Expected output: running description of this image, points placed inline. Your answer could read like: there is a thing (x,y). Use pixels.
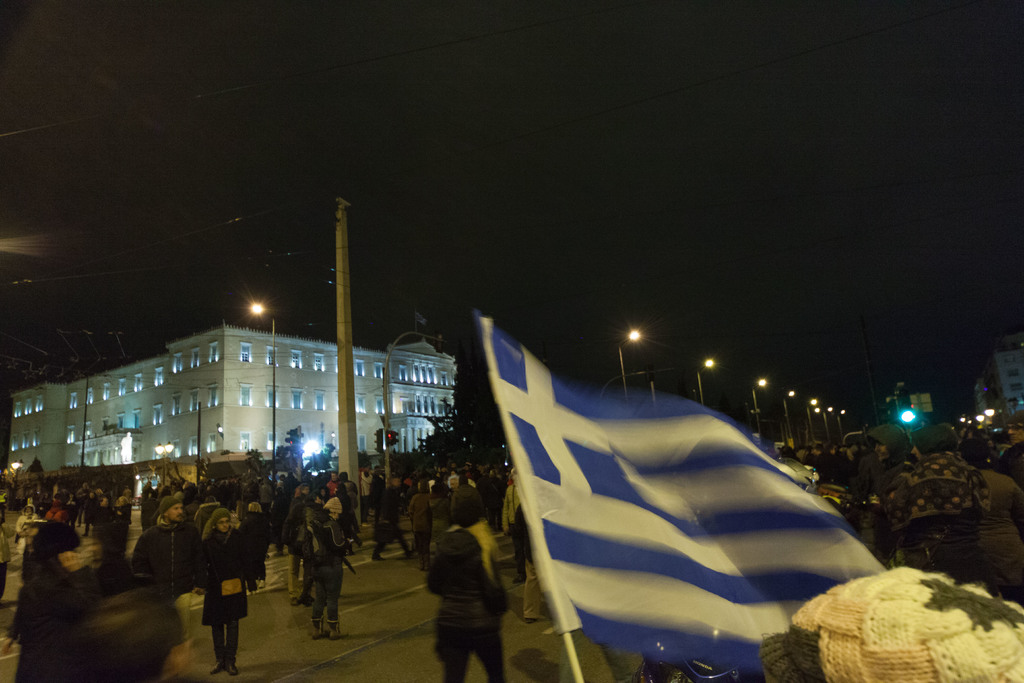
This is an image clicked in the dark. At the bottom (573,589) there is a flag (691,504) which is in white and blue colors and there is a white color object (902,625). On the left side (113,522) there are many people (178,496) on the ground (343,623). In the background (310,382) there is a building (250,395) and many light poles (347,458). The background (879,284) is dark.
